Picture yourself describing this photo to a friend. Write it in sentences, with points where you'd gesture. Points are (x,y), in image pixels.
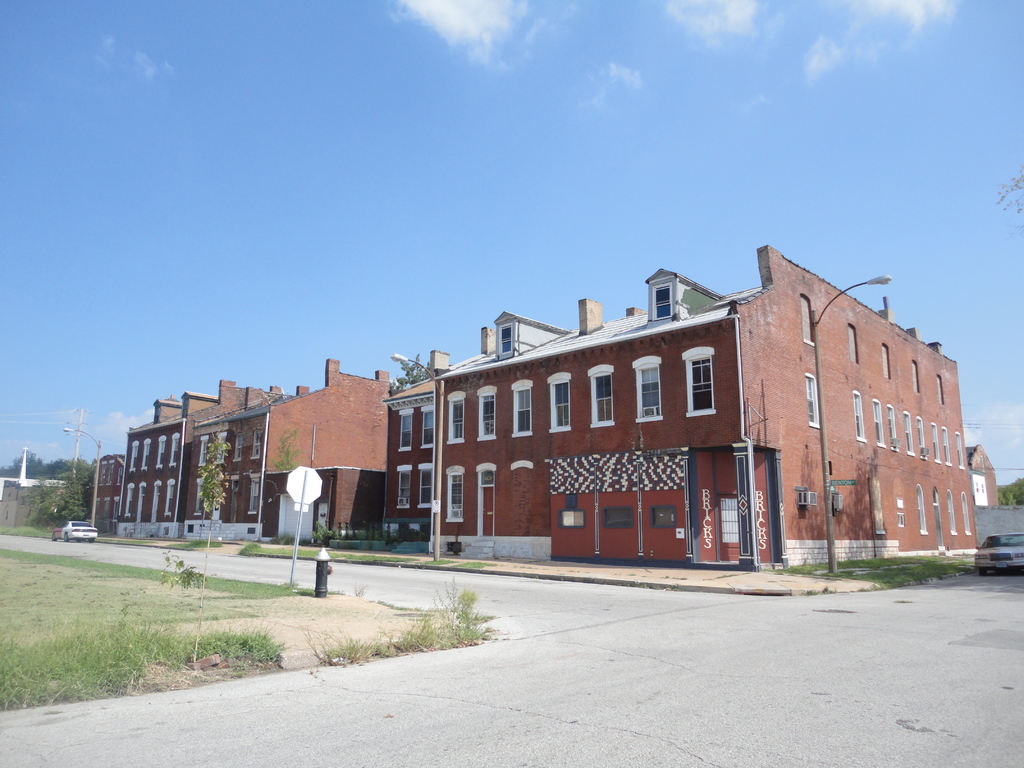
In this image in the center (482,451) there is a building (749,466) and poles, street lights (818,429), trees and some vehicles (82,532) on the right side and left side. At the bottom (102,631) there is walkway (885,682) and grass (274,593) and fire hydrant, and at the top (370,212) there is sky (312,207).
